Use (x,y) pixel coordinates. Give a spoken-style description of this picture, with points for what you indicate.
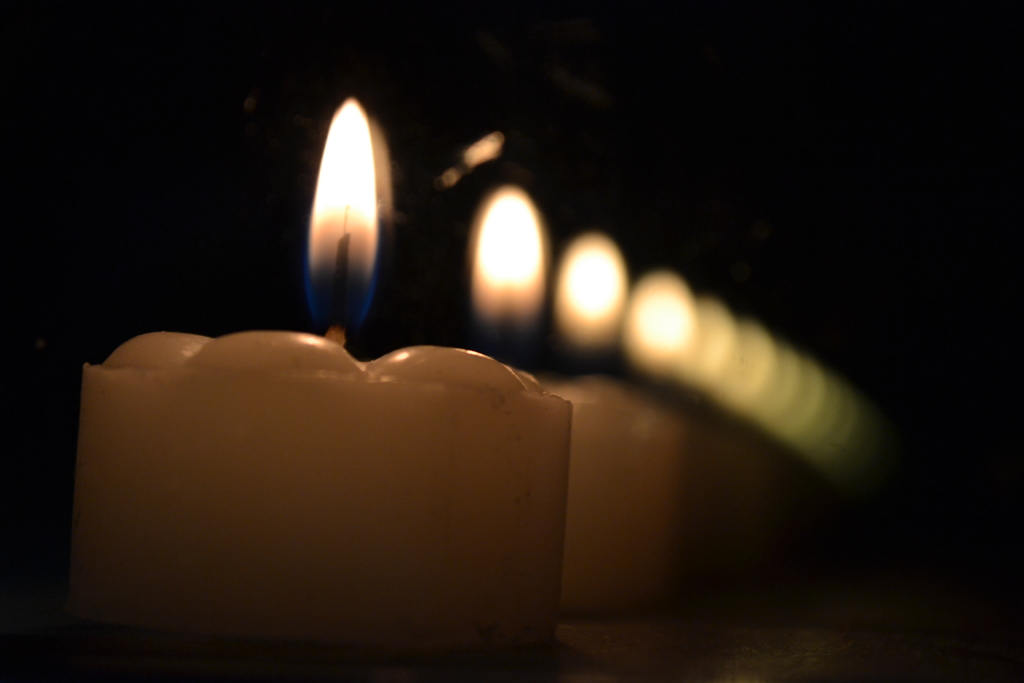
In this image there is a candle (315,254) with flame (315,254), and in the background (633,488) there are blurred candles (692,415).
